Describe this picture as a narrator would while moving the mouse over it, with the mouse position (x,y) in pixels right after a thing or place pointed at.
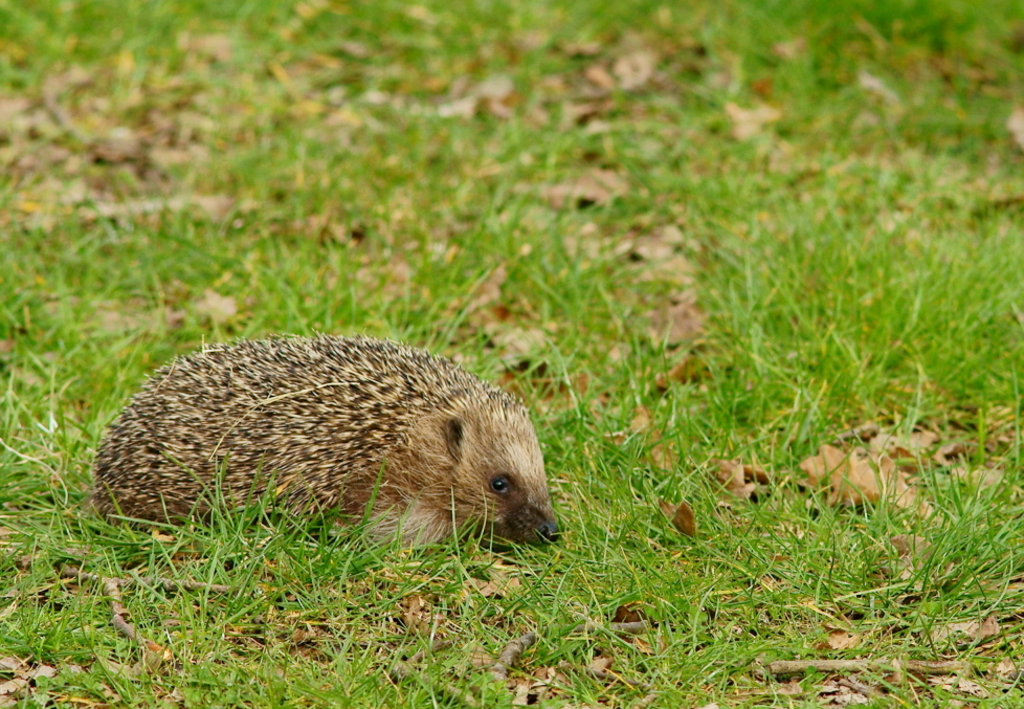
This picture shows a Hedgehog (356,433) and we see grass (747,29) on the ground (112,632). It is brown in color.
